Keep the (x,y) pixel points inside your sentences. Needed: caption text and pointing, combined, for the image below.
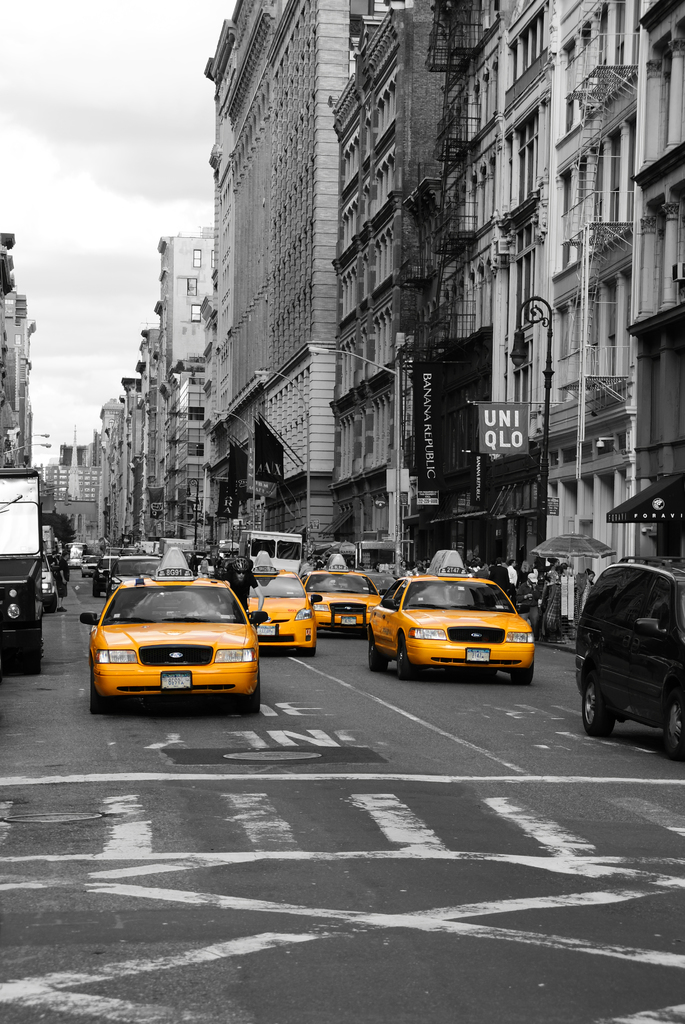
In the foreground of this picture (380,639), there are vehicles (393,648) moving on the road (352,650). In the background (400,284), we can see buildings (486,375), poles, flags (243,461), banners (424,447) and the sky (105,88).
